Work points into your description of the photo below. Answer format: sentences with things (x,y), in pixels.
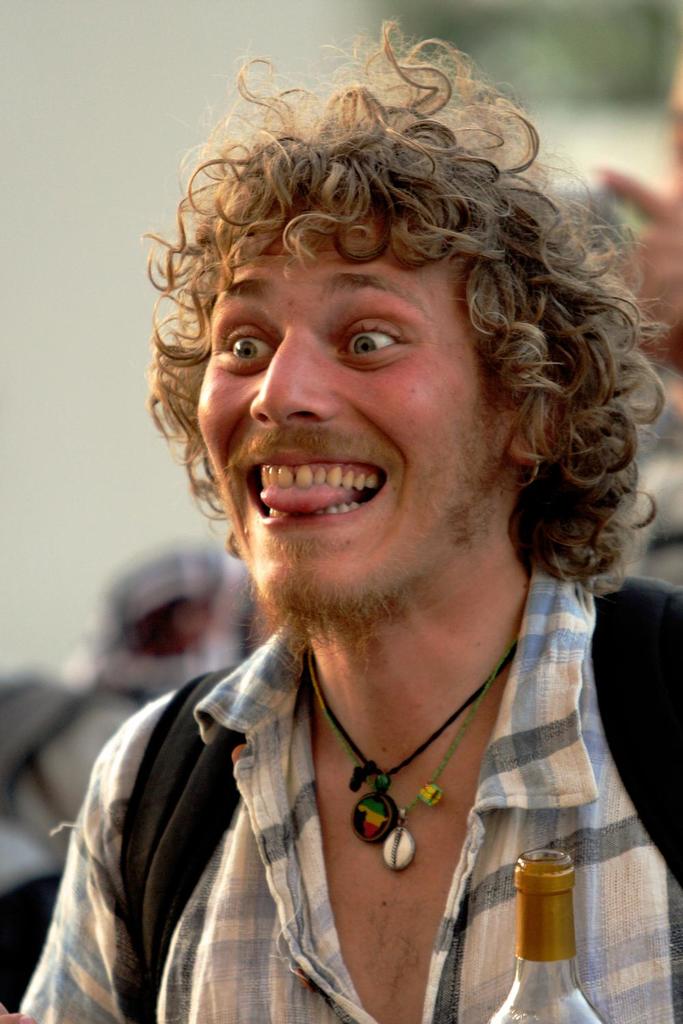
There is a person (378,747) wearing a bag (232,789) and black thread (364,775) with locket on the neck (344,770) is smiling. In the front (533,948) there is a bottle (540,934). And in the background (178,600) it is blurred.
